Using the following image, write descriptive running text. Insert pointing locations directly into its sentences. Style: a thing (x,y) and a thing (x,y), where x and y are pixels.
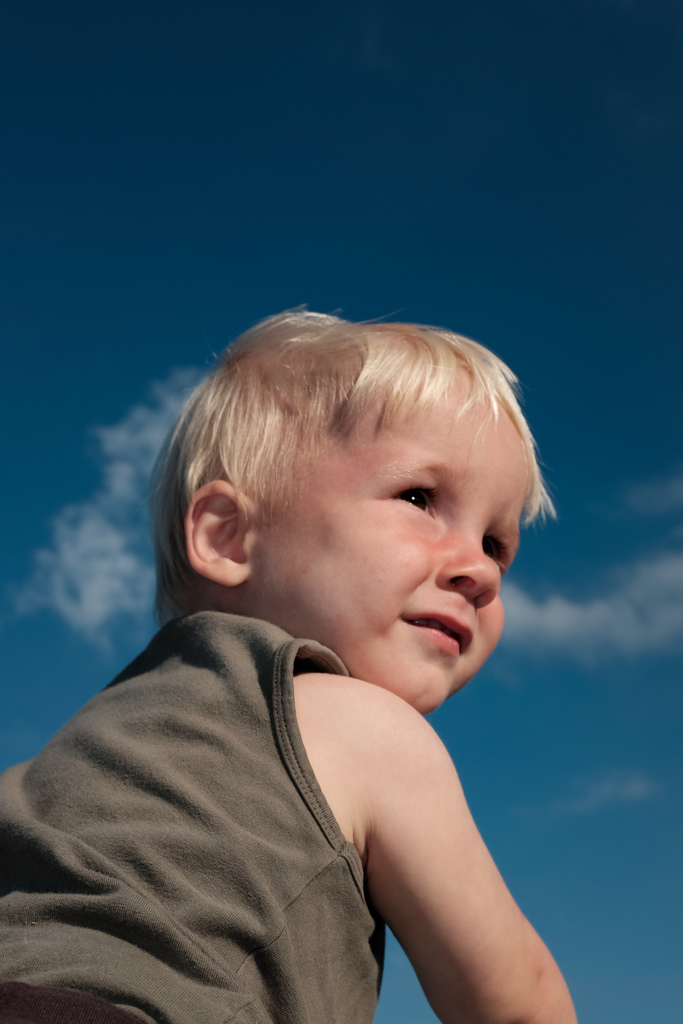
In the center of the image (336,577) a boy (281,748) is present. In the background of the image (550,674) we can see clouds (89,595) are present in the sky (155,361).
